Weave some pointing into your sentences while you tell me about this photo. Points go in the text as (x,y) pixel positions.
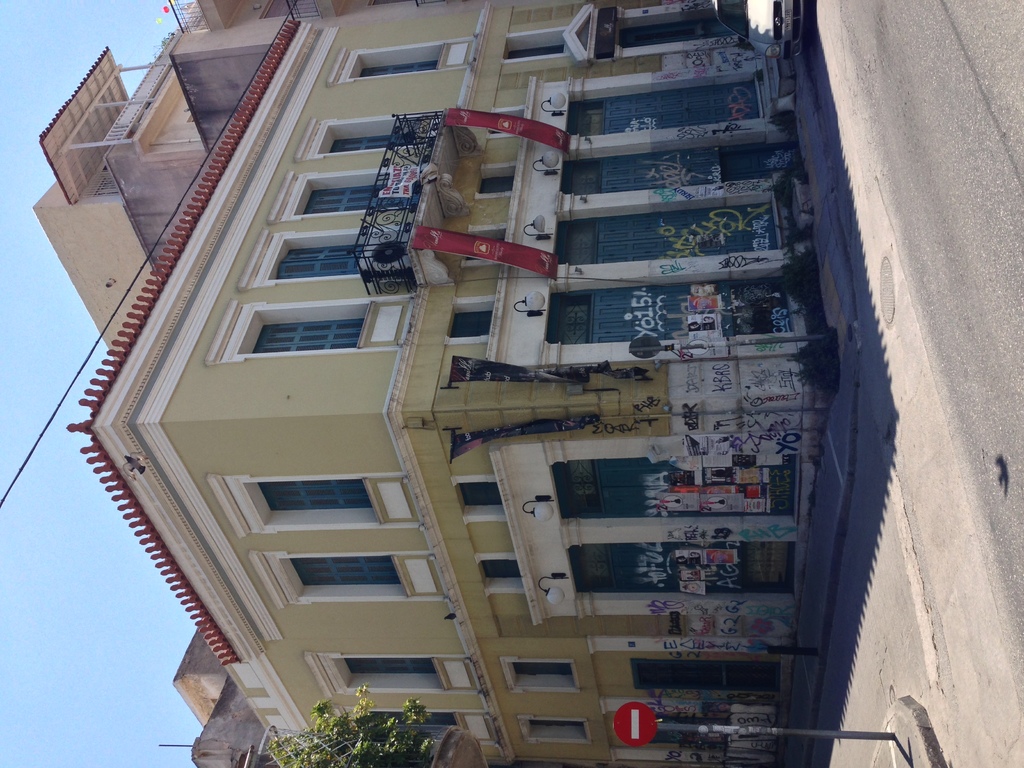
In this image we can see a building (633,117) with a group of windows (325,560), railing (434,134), flags (473,112) and some lights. In the background (774,16), we can see a vehicle (797,44) parked on the ground (882,556), a signboard (634,723), trees (319,727) and the sky (75,589).
